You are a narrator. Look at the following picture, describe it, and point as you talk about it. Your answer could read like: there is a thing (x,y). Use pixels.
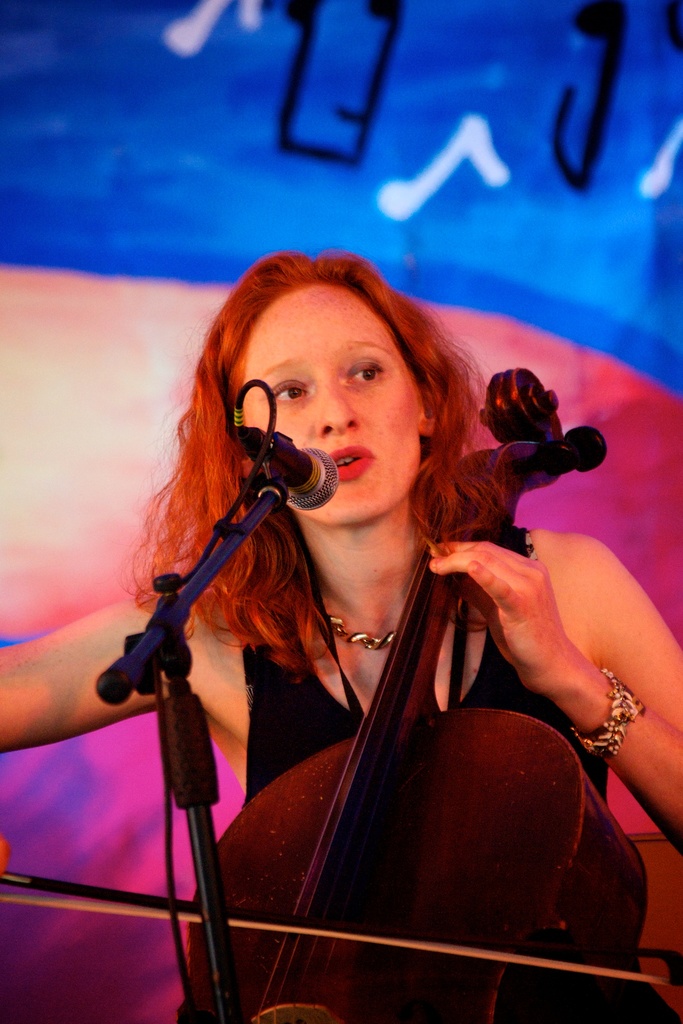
Here we can see that a woman (332,445) is sitting and playing cello (406,669) and she is singing and in front (309,461) there is microphone (319,455) and stand (186,781).
